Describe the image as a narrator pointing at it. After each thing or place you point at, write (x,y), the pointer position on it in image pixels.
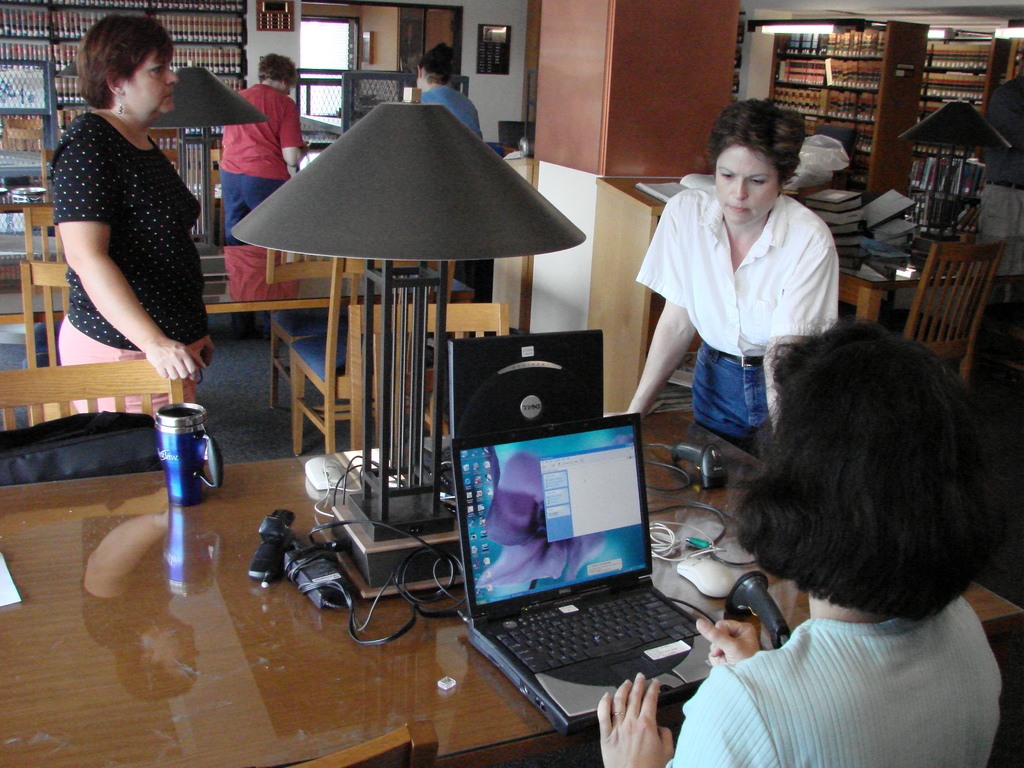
On the right (895,714) we can see one woman (751,654) sitting on the chair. In front (242,745) there is a table (209,742), on table (261,738) we can see lamp (437,366), laptop (512,555), mouse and wire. In the background (757,285) there is a wall (494,87), shelf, books (204,60), tables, chairs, lamp (188,115) and few persons (96,92) were standing.
